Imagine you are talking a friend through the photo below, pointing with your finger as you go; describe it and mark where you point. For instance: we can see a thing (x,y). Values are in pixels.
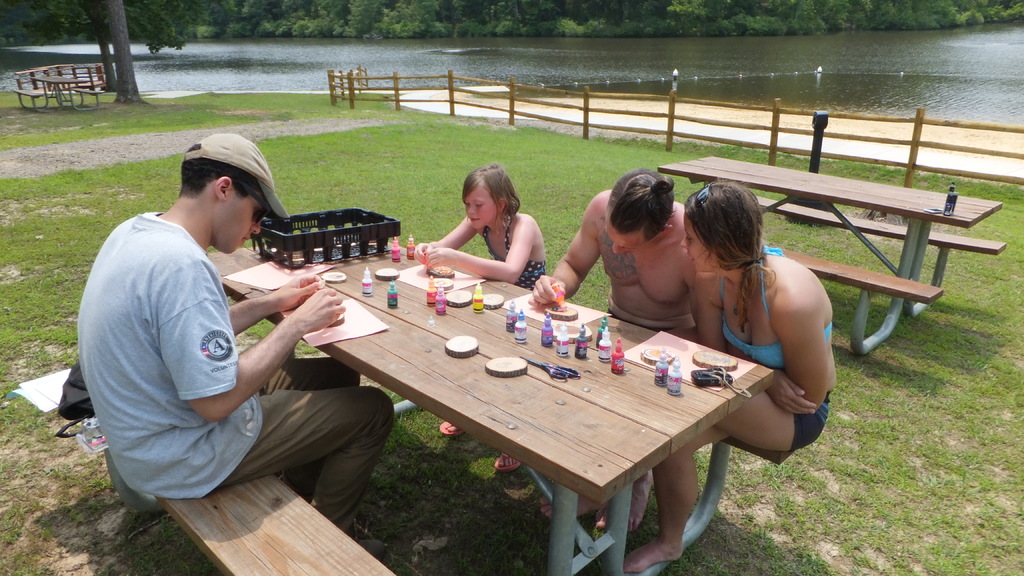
In the given image we can see there are four person (574,253) sitting on bench (292,516). This is a table (513,295) on which colors (443,303) and papers (318,339) are kept. Even we can see grass (383,115), water (303,57) and trees (634,20).
